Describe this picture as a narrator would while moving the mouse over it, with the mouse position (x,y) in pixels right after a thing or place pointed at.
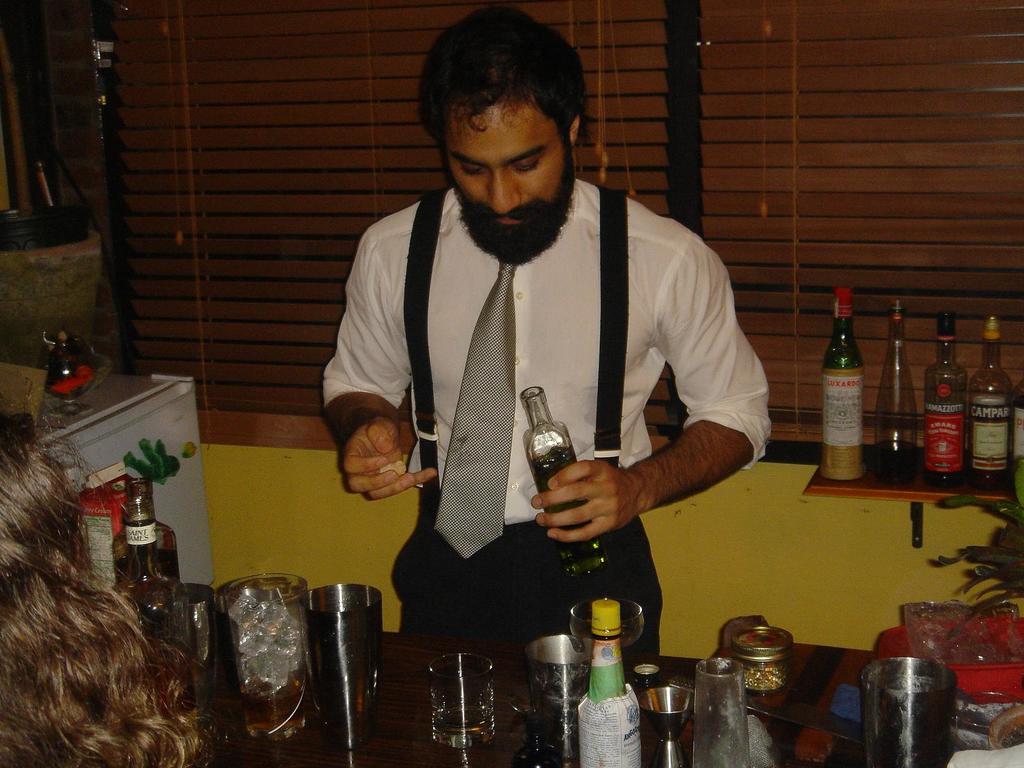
In this picture we can see a man (581,507) standing and holding a bottle (542,452), there is a table (457,649) in front of him, we can see glasses (442,663) and bottles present on the table (506,670), in the background (774,159) there are window blinds (774,159), on the right side (884,399) there are four bottles (977,419) and a plant (1009,537), we can see another person's hair (53,635) at the left bottom (47,609).
